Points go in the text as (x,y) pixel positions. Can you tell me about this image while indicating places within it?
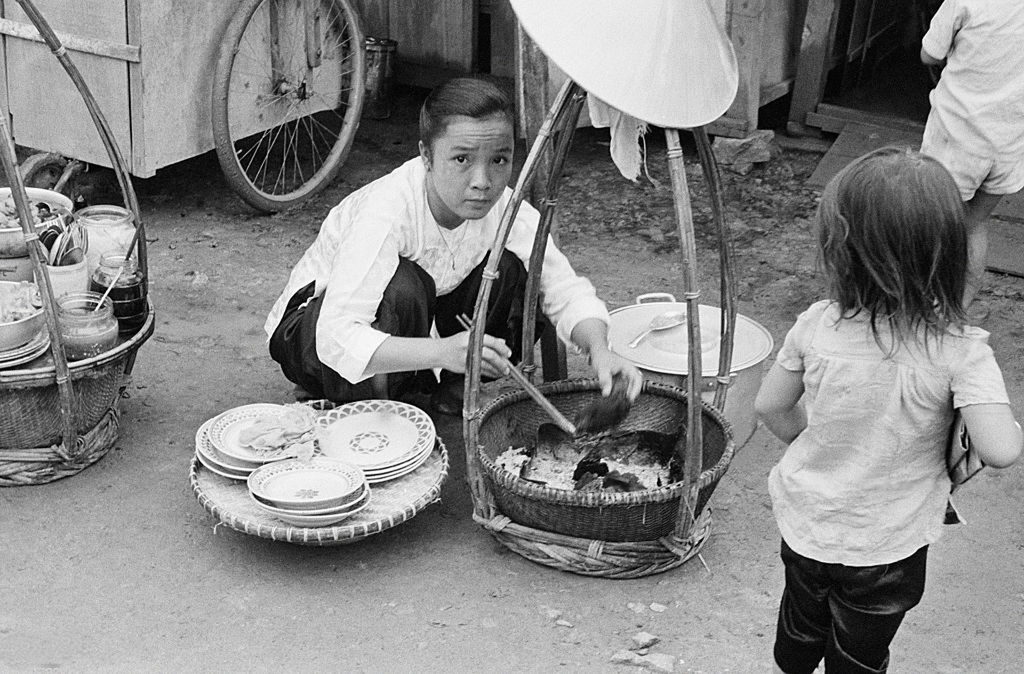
In this picture I can see three persons (448,347), there is a person (496,334) holding the chopsticks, there are bowls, spoons (70,245), plates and some other items (62,269) in the baskets (471,376), there are plates (366,446) one upon the another on the lid (384,482) of the basket (481,492), there is a cooking pot (685,326) with a lid (673,311) and a spoon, and there is a vehicle (114,73).
